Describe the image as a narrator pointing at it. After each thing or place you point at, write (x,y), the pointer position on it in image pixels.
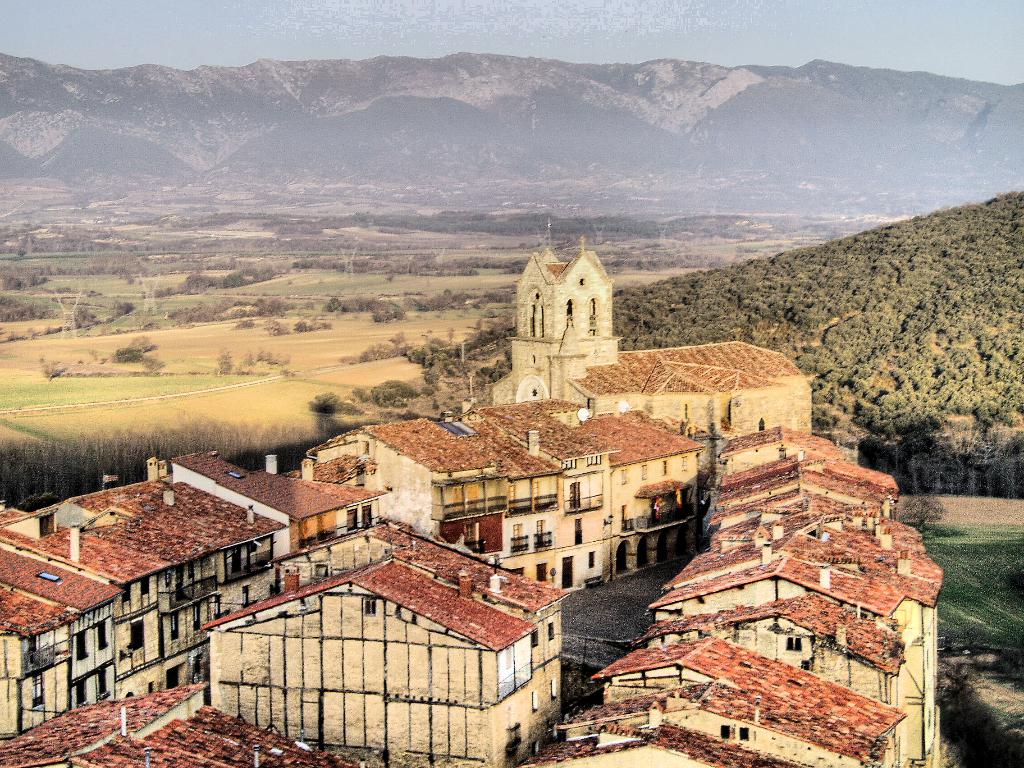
In this image we can see the buildings (513,697) with the rooftops (414,556). We can also see the church (597,338). In the background (433,253) we can see the mountains (699,139), hills (877,250), trees (862,247) and also the grass (258,416).
